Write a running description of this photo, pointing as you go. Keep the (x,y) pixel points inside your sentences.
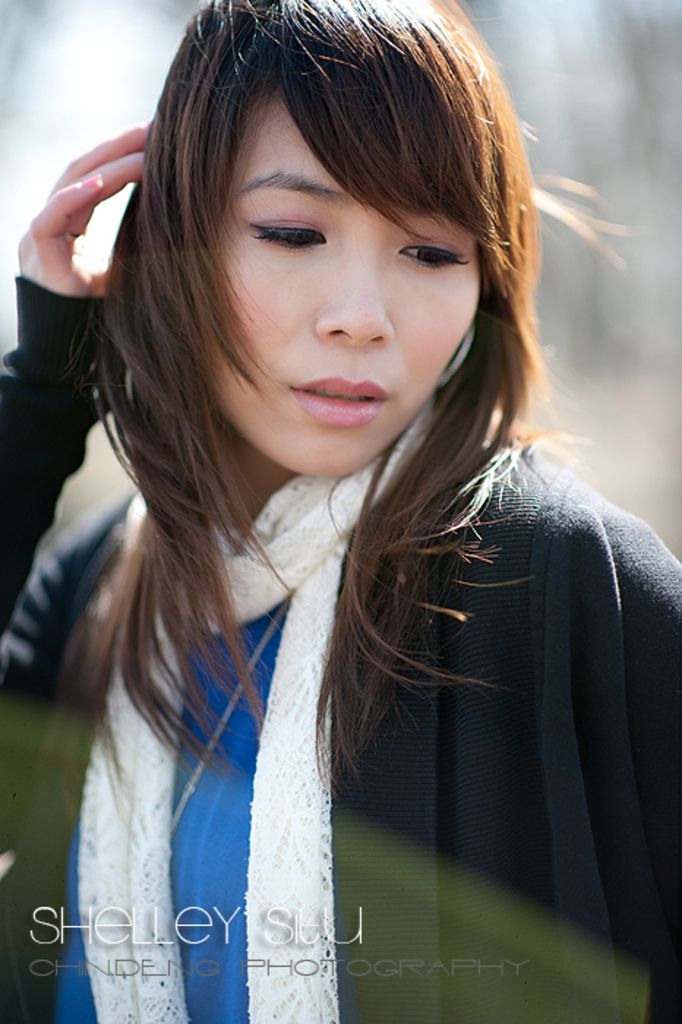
In this image in front (624,551) there is a person (411,805) and there is some text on the bottom of the image (386,966).
